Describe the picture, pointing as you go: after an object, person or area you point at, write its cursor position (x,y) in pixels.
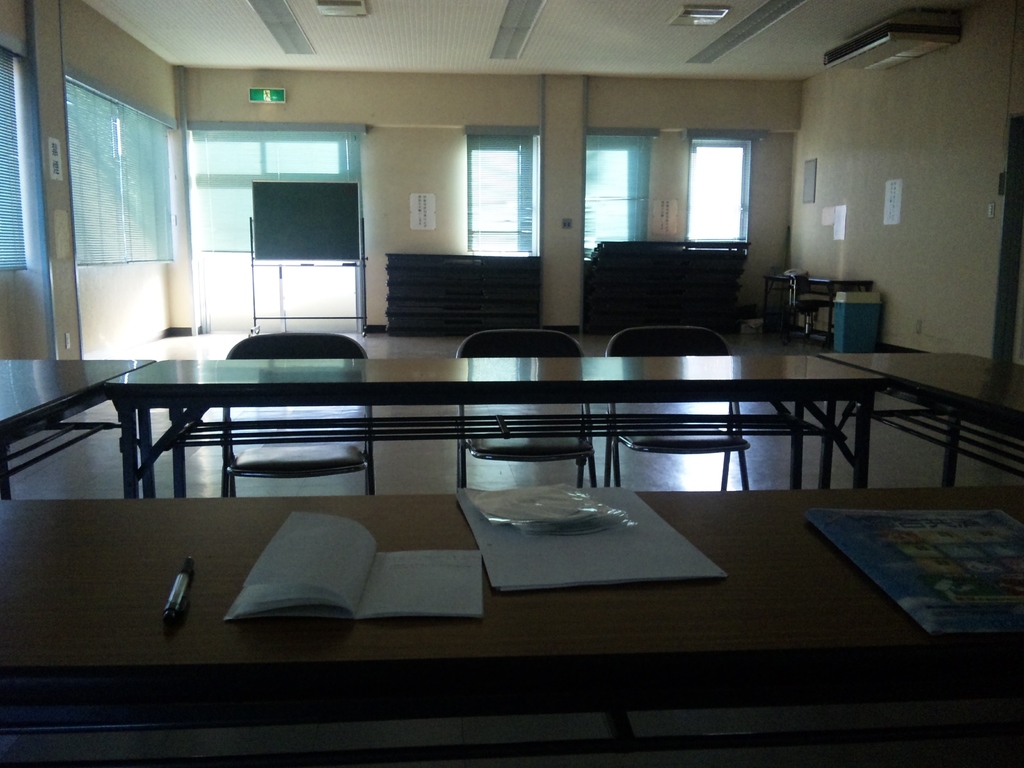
In this picture we can see there are chairs (606,354) and tables (741,363) on the floor (308,411) and on the floor (108,455) there is a dustbin (872,324), board (271,246) and other things (513,315). On the table (350,670) there is a book (352,595), pen (187,590), papers (592,553) and other items (511,495). Behind the chairs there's a wall (880,215) with windows (256,269).
